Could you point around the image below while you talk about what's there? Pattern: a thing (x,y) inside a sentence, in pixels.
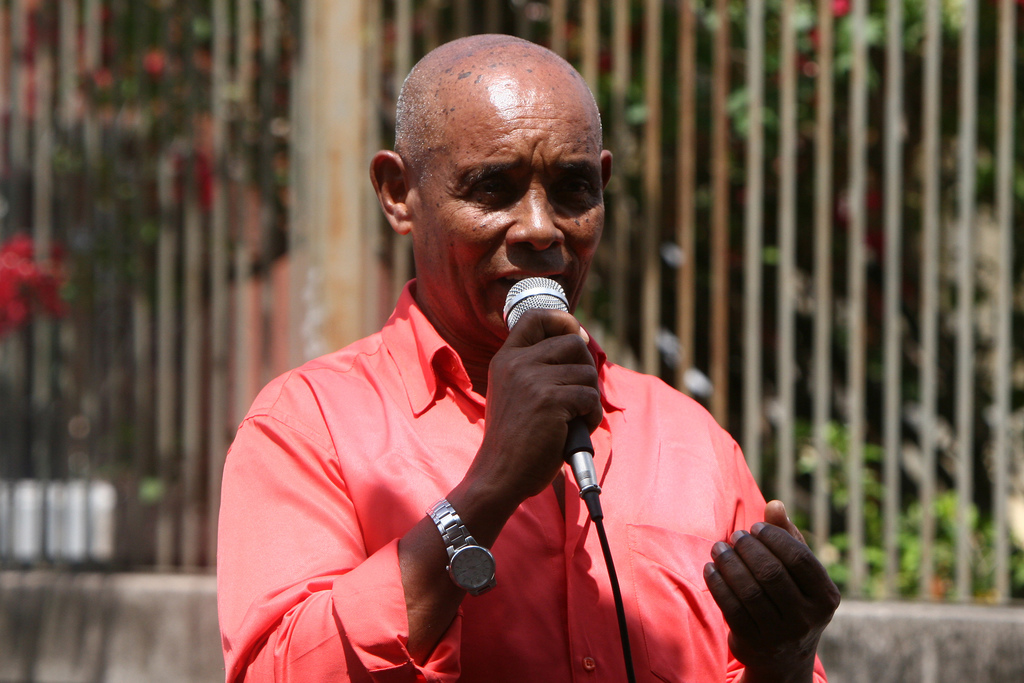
Here we can see a man (500,138) standing, and holding a microphone (514,309) in his hand (549,330) and speaking, and at back (345,74) here is the fencing (335,82).
